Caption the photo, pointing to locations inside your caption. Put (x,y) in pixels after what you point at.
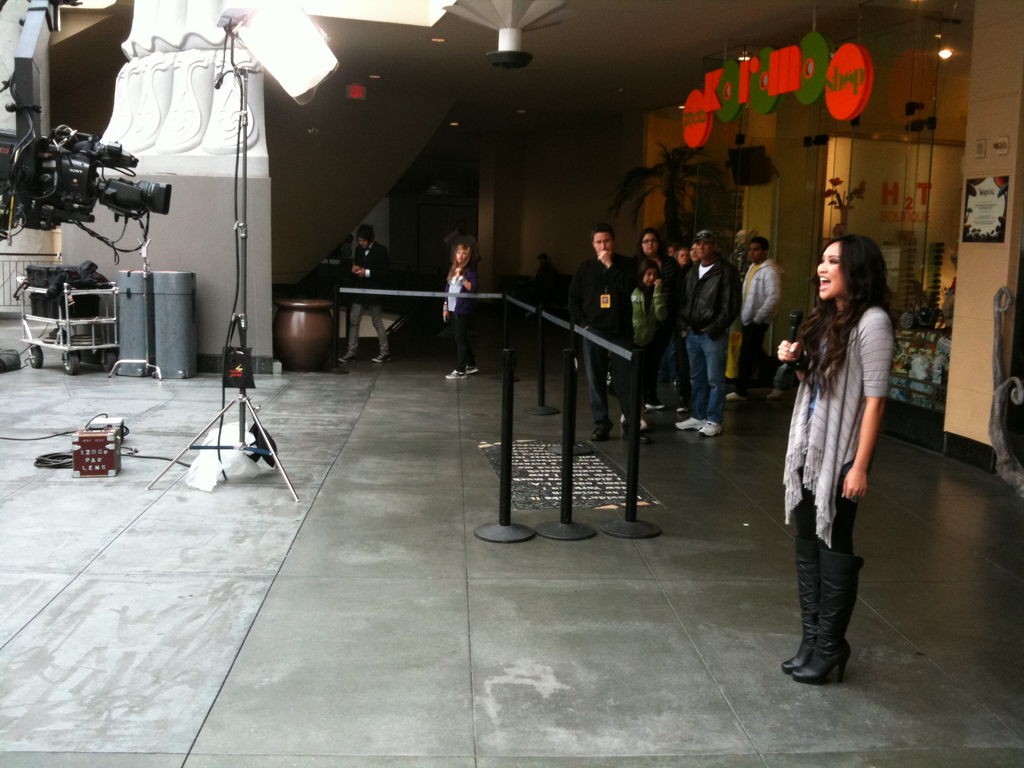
In this image we can able to see few persons (591,377), one lady (808,362) is talking in a mic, there is a camera (71,187), a light (250,20) on the stand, a poster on the wall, a trolley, some other objects (331,327) on the surface (213,375), and we can see a hanging frame (823,65).
